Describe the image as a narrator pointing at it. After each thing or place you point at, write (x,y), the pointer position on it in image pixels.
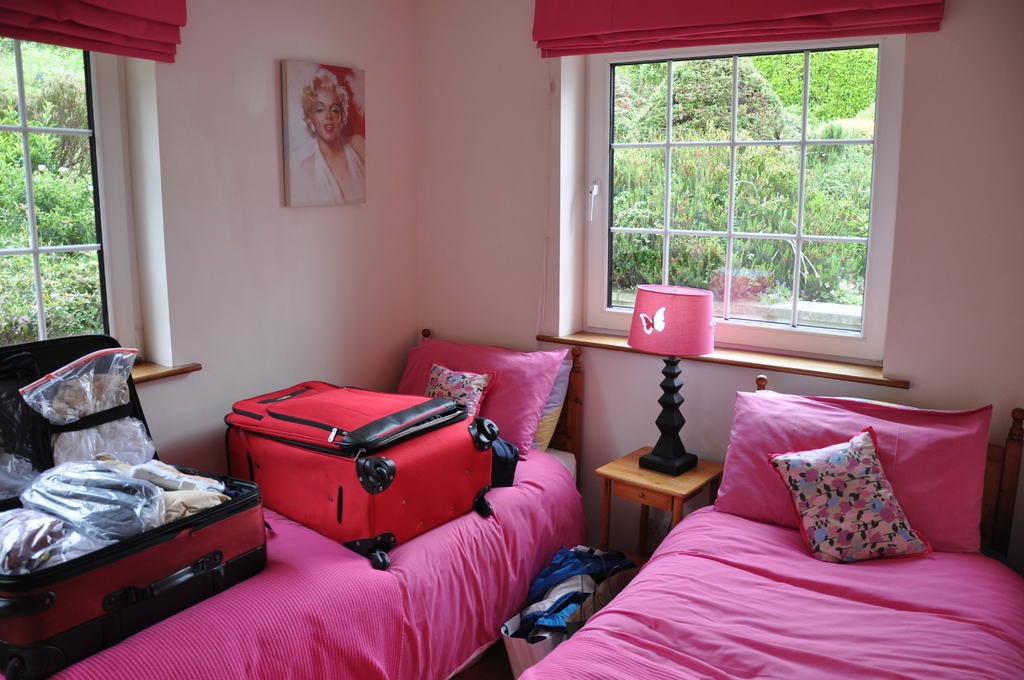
In the image we can see two beds (529,490). On bed (368,593) we can see two trolleys (407,494), bed sheets (400,596), pillows (522,385). In between bed (778,533) we can see table (672,477), lamp (666,424) and one more bag (561,573). And back we can see wall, frame (344,188), window (732,183), trees (756,173), curtain (676,26) etc.
